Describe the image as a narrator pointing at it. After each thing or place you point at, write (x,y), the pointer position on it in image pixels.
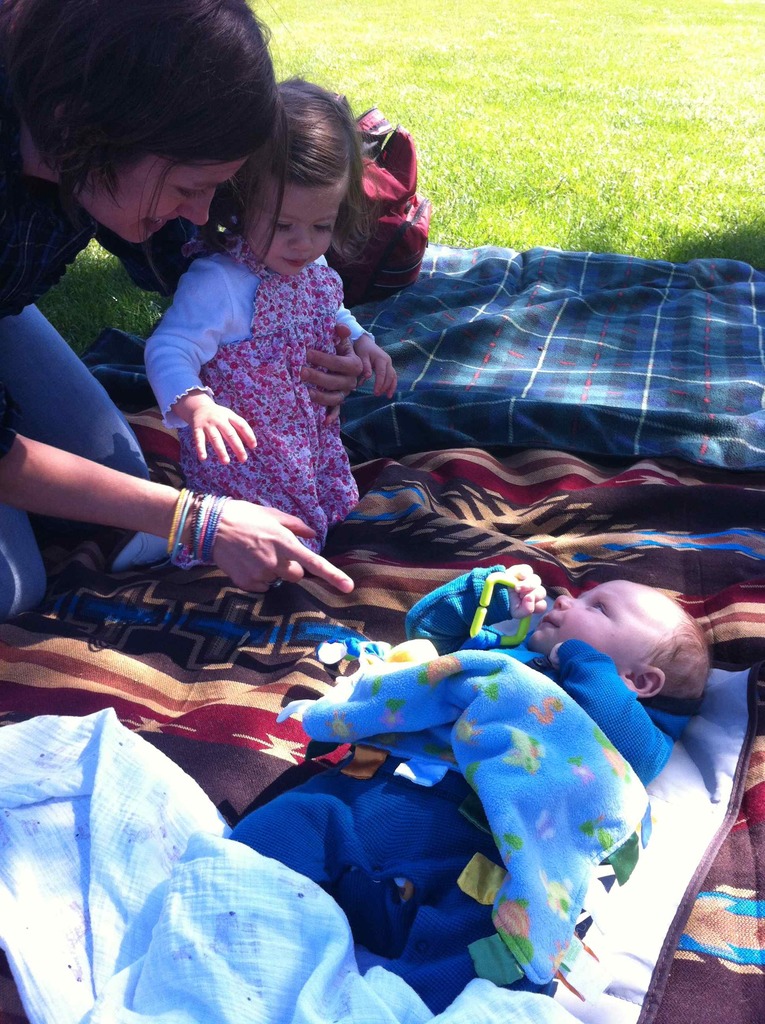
This is a baby (590,707) lying on a blanket (713,518). I can see a woman (102,421) and a small girl (307,437) sitting on the knees (81,423). This looks like a bag (412,263). Here is the grass (600,117).
